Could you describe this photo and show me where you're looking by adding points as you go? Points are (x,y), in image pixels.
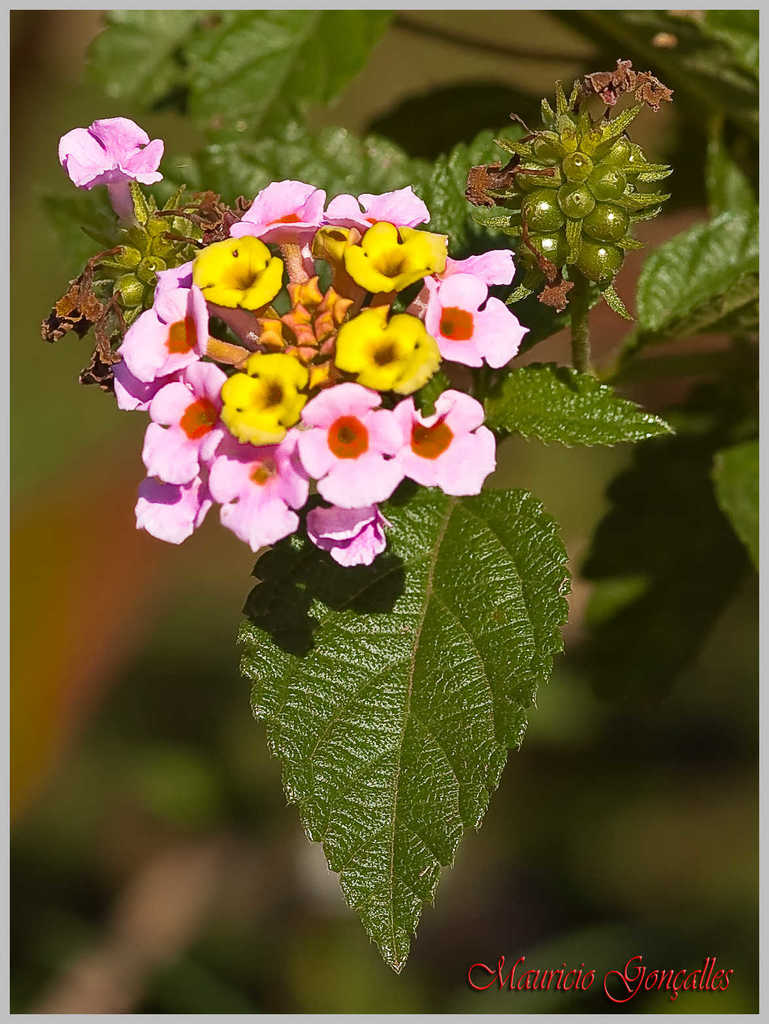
In this picture we can see flowers (368,445) and leaves (566,552). There is a blur background (632,527).
